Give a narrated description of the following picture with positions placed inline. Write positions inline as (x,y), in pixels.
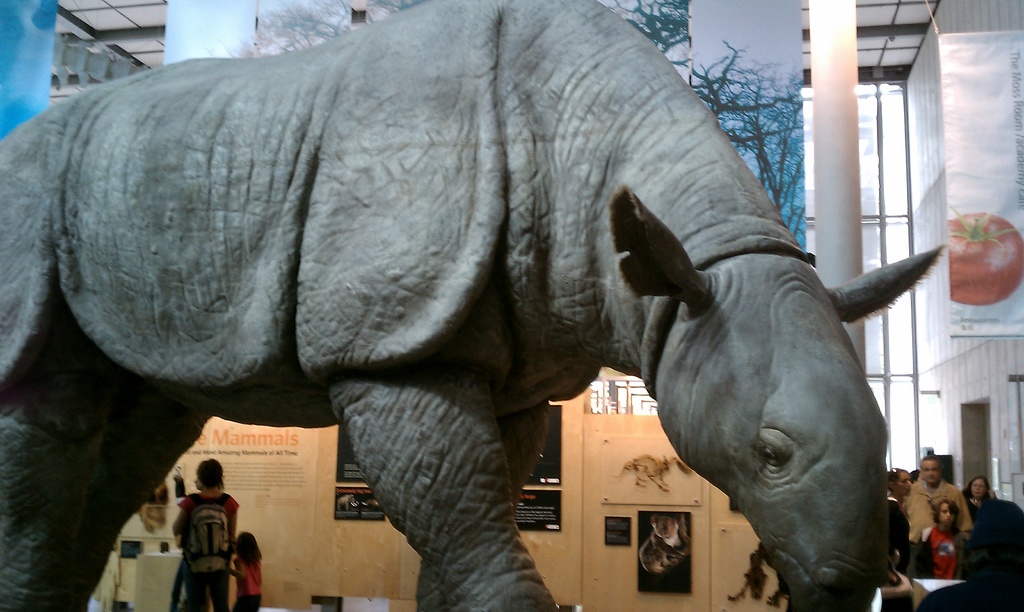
We can see animal (162,446). Background (993,164) we can see people's (934,483), posts (670,528) on wooden surface (594,427), pillar (843,191), banners (1011,87) and glass (902,381).
